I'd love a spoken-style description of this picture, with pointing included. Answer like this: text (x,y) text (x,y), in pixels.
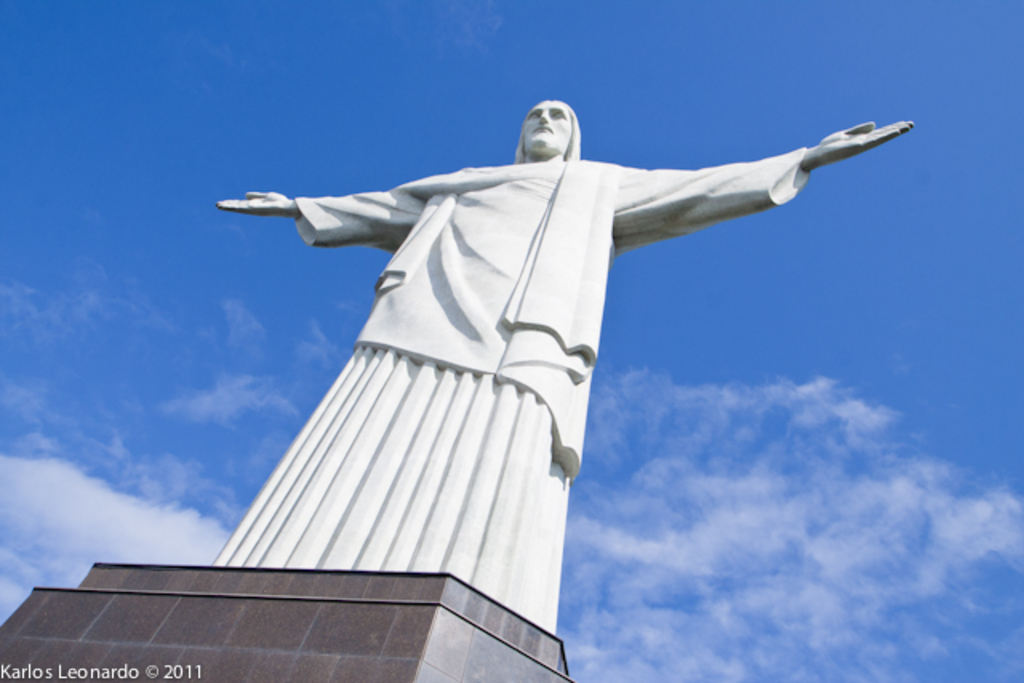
In this image there is a sculpture of a man (431,429) on a pillar (286,645). In the background (193,139) there is the sky (688,28). In the bottom left (149,673) there is text (91,675) on the image.
